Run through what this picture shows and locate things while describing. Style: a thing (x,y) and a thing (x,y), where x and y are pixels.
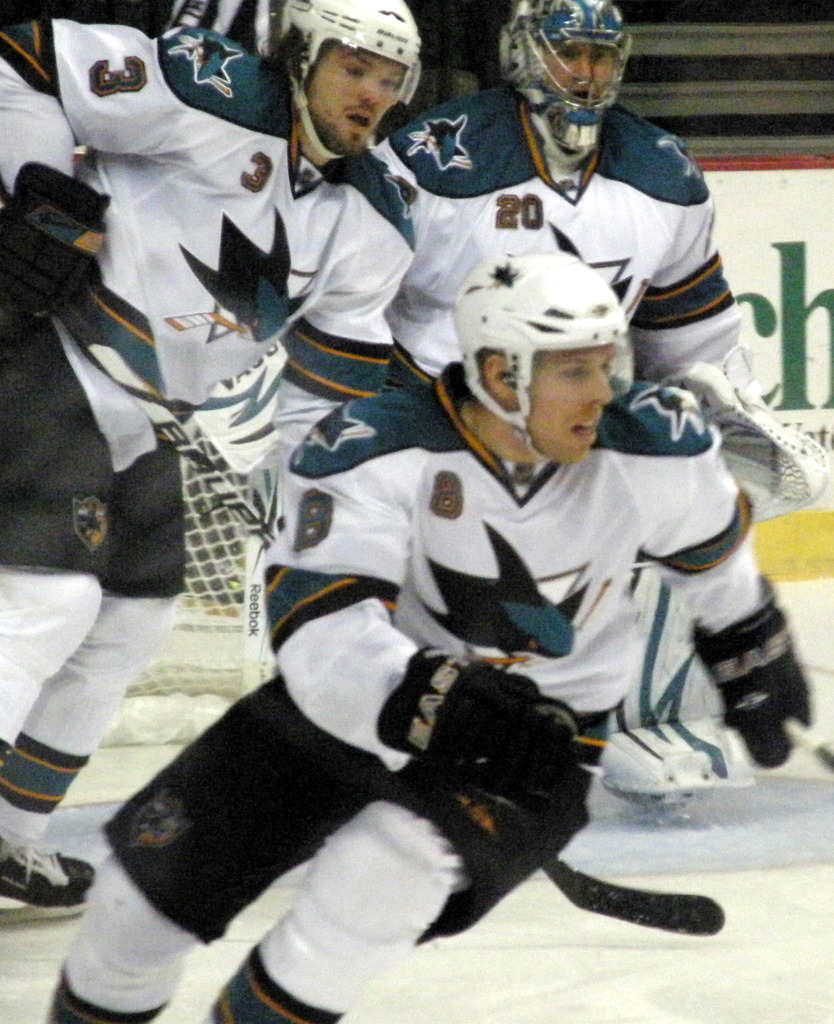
In this image I can see few men (657,453) are standing and I can see all of them are wearing white dress (300,302), helmets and gloves (495,728). I can also see something is written on their dresses (262,340). I can also see a white board (784,180) in background (767,314) and on it I can see something is written.
